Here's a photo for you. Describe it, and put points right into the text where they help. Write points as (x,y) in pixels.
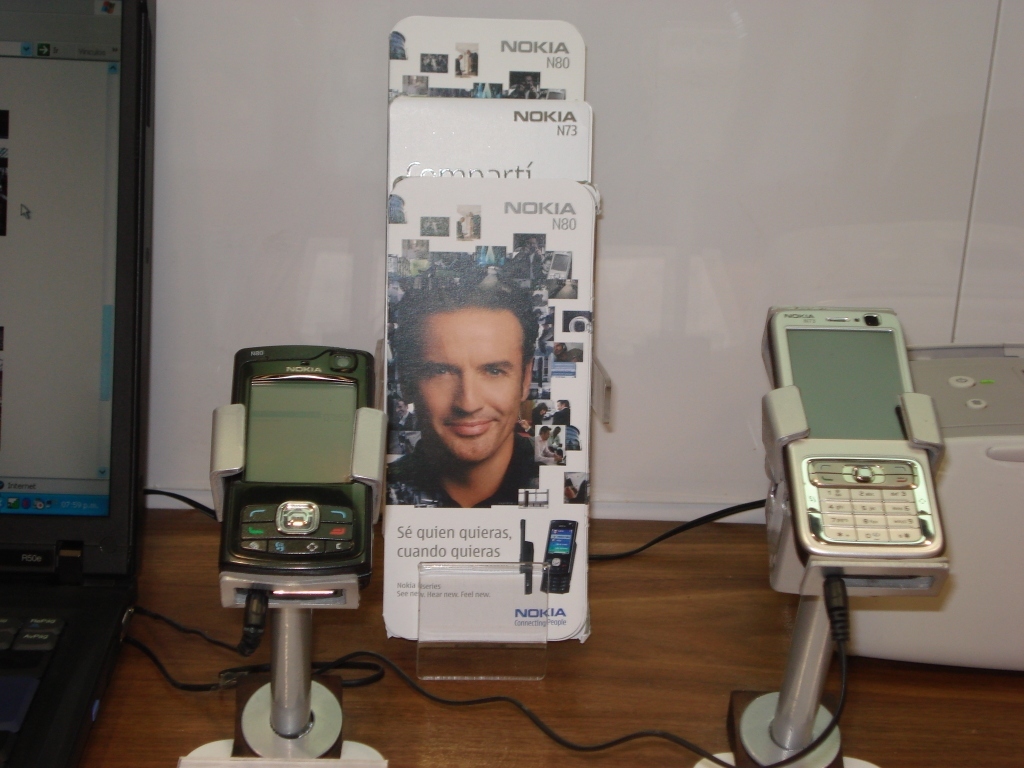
In this image there is a laptop (107,613), there are mobiles (804,442) with the mobiles stands (816,616), there are boards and an object (966,660) on the table (913,690).
